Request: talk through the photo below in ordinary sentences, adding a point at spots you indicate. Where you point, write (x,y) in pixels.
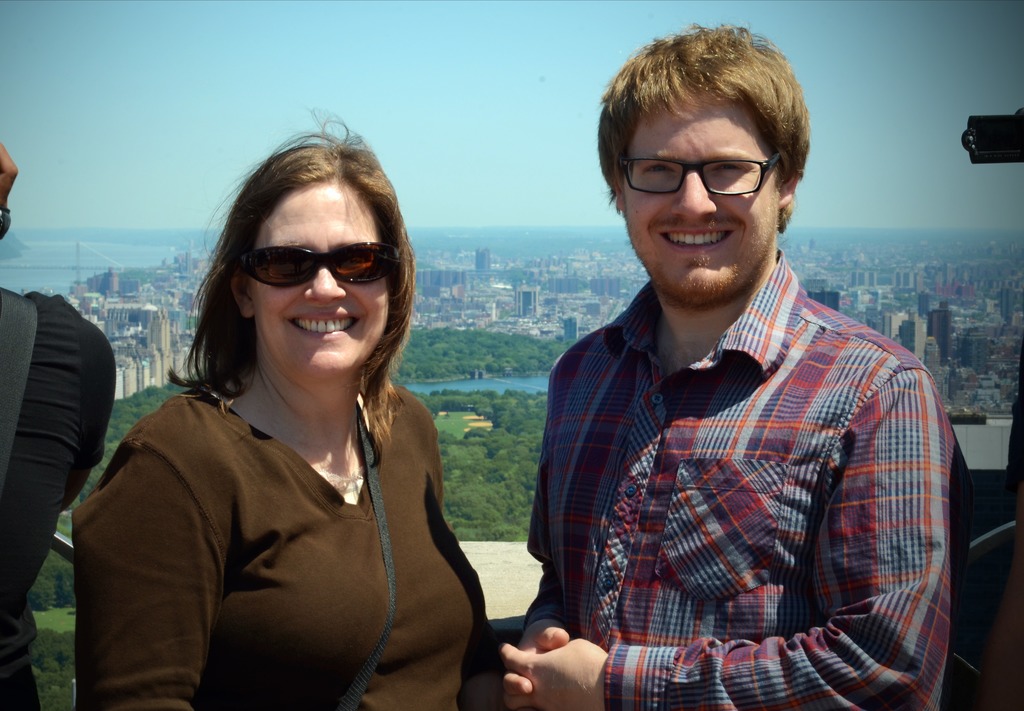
In this image I can see a woman (335,138) and a man (685,402). I can see men (735,203) wearing specs (625,159) and woman (349,277) wearing black color of shades (274,270). In the background (504,298) I can see number of buildings (954,256), trees (478,407) and a river (472,388).
